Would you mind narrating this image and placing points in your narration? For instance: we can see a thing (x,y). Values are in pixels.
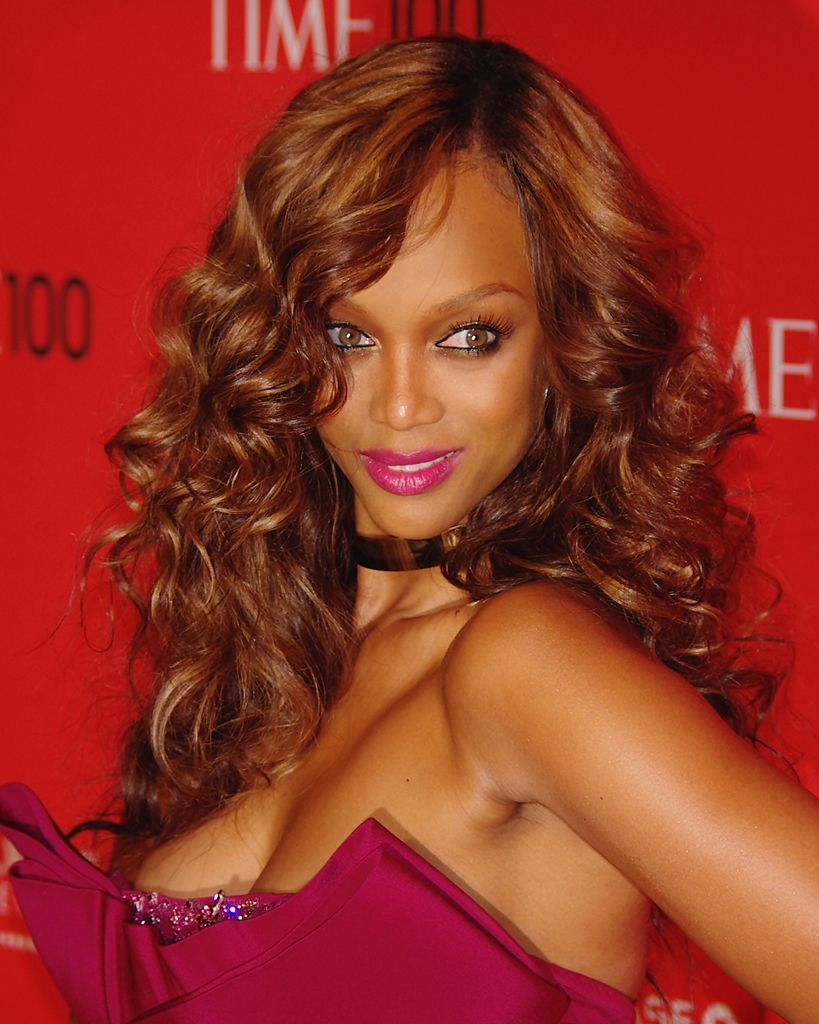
In this picture, we see a woman (379,427) is standing. She is smiling and she might be posing for the photo. Behind her, we see a board (116,164) or a banner (661,119) in red color with some text (783,327) written on it.
